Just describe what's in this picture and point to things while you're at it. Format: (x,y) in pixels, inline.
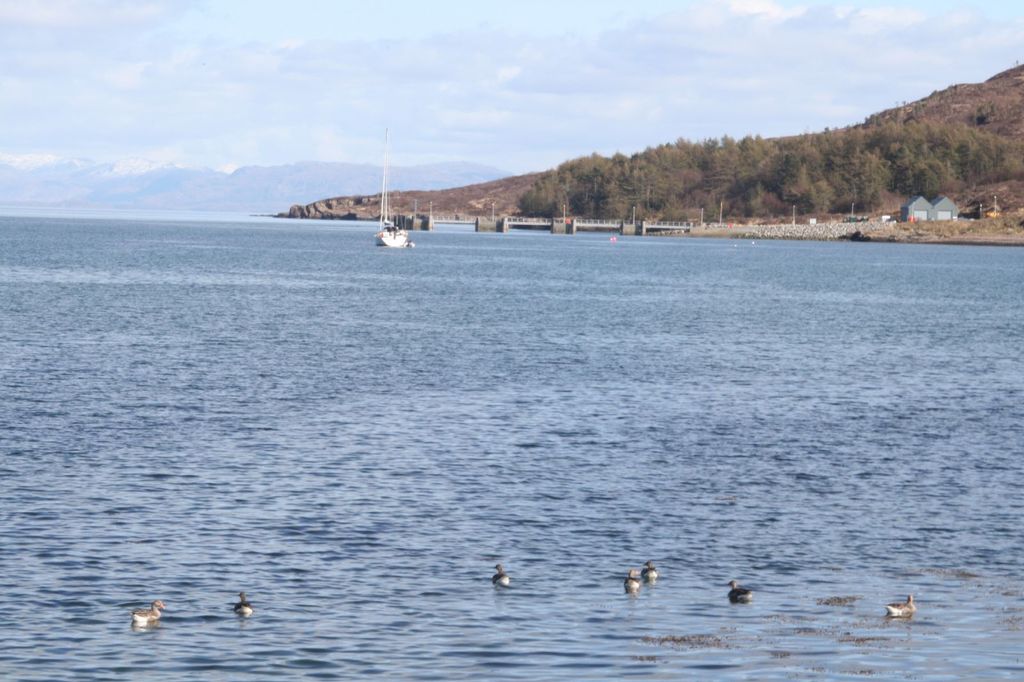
In this image I can see the water (348,599), few birds (496,577) which are black, brown and cream in color on the surface (609,553) of the water (570,536), a boat (383,224) which is white in color on the surface (365,232) of the water (355,227) and a bridge (486,224). In the background (492,213) I can see few mountains (884,121), few trees (800,175), few houses (945,217) and the sky (233,107).
